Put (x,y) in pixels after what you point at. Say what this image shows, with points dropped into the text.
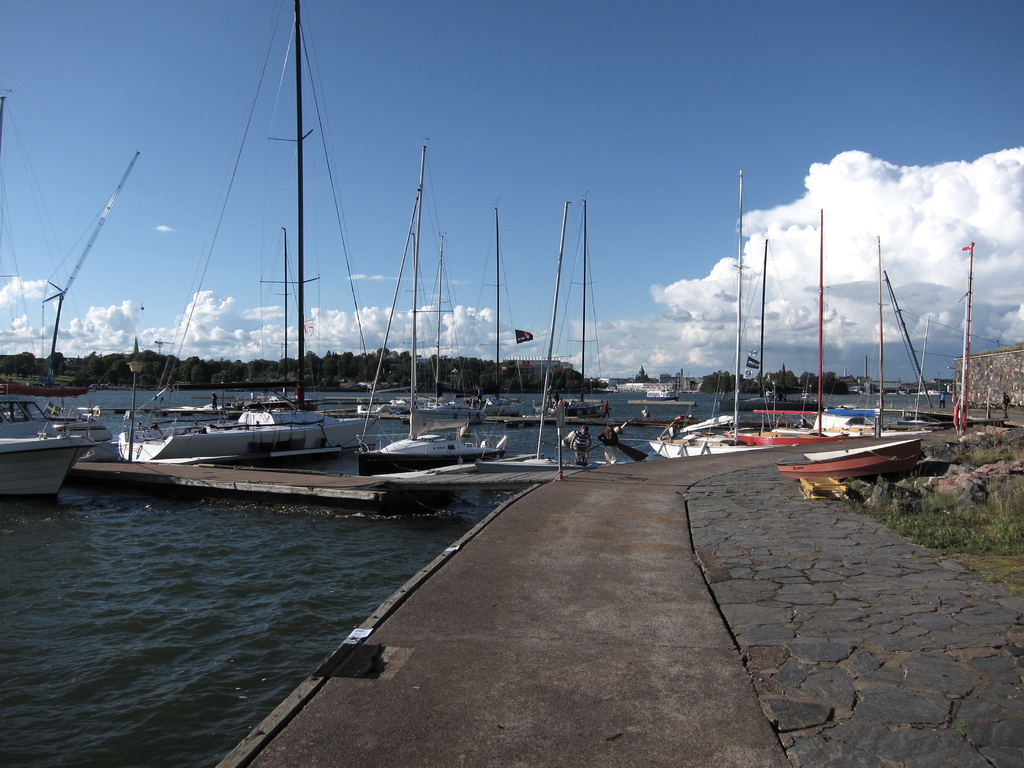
In the picture I can see a way (661,656) and there are few boats (376,412) on the water (519,449) beside it and there are trees (440,381) and some other objects (778,370) in the background (311,384) and the sky (731,262) is a bit cloudy.
